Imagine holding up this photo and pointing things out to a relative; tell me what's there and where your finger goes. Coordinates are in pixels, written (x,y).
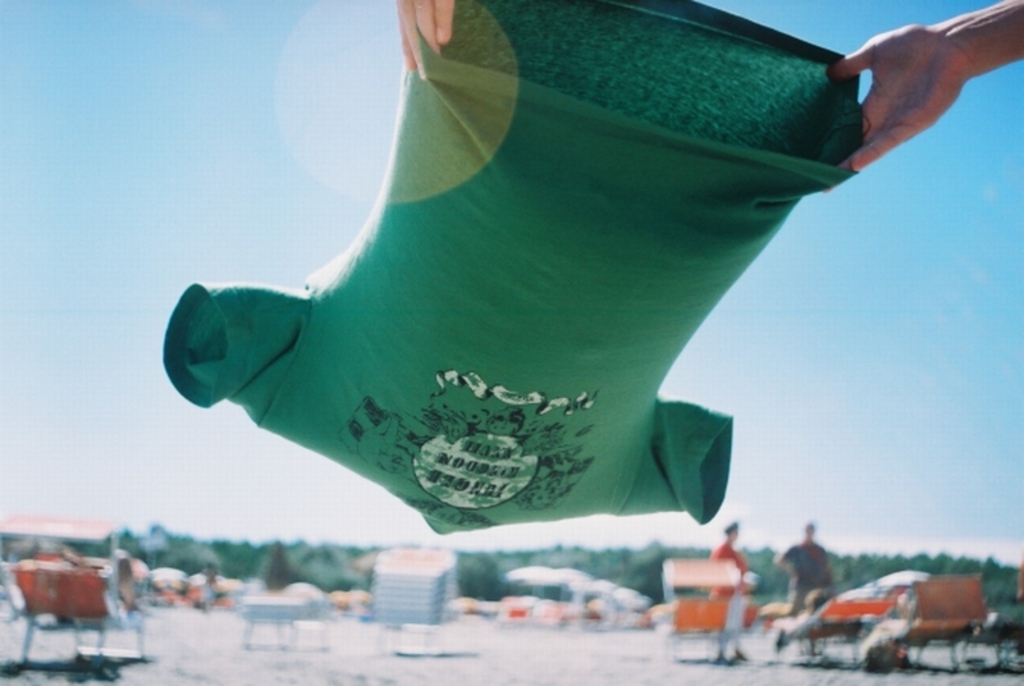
In the center of the image (487,305) we can see a person (894,48) holding a cloth (579,356). At the bottom of the image (436,563) we can see the trees (622,574), chairs (426,616), tent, some persons (204,600), ground (231,617). At the top of the image (192,156) we can see the sky (160,226).
